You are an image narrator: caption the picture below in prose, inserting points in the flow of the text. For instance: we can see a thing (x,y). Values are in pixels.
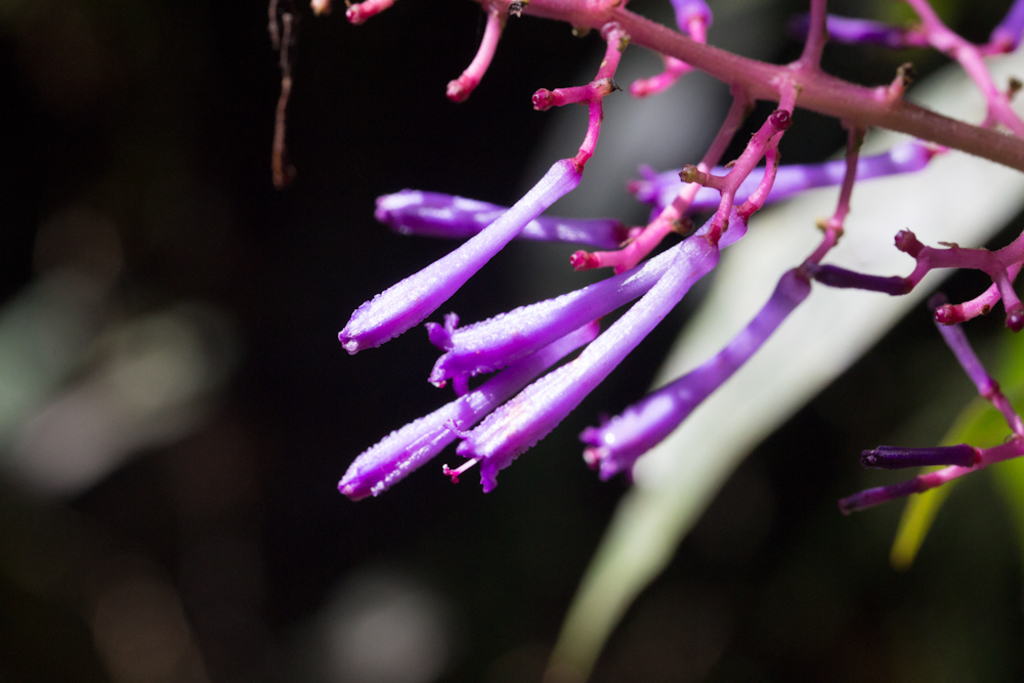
This picture shows flowers (551,334) to the branch (602,105). Flowers (558,220) are violet in color.
